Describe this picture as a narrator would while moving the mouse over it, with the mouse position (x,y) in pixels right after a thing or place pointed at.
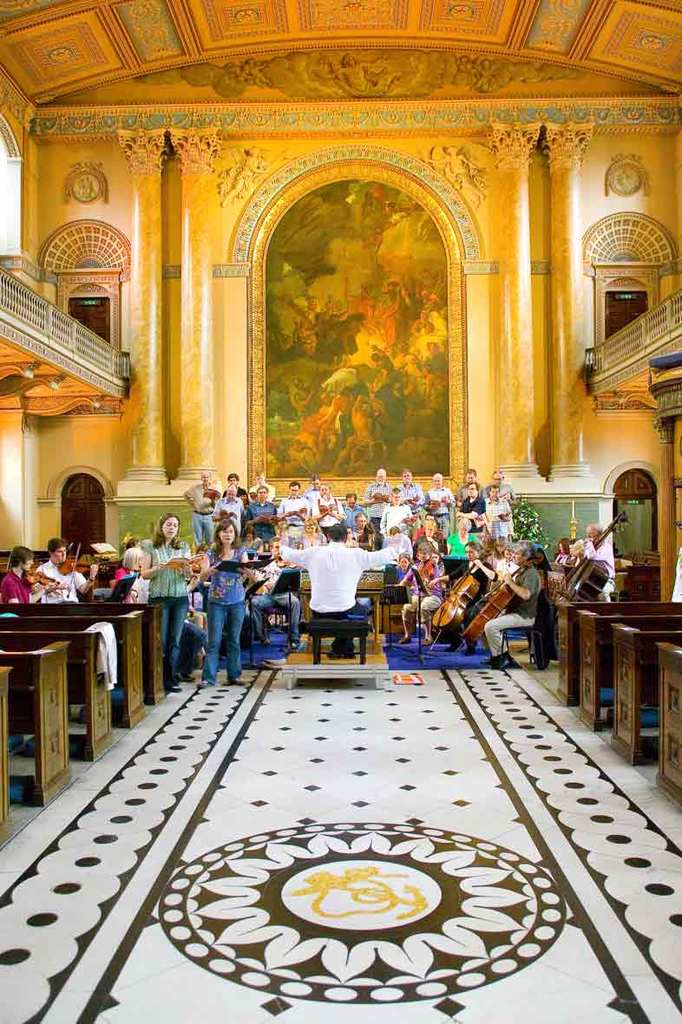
In a hall (89,511) there are a group of people (359,518) playing violin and behind them there is some painting (365,319) on the wall (170,403) and there are four pillars (184,271) in front of the wall (480,219), the wall (584,121) is beautifully carved.
